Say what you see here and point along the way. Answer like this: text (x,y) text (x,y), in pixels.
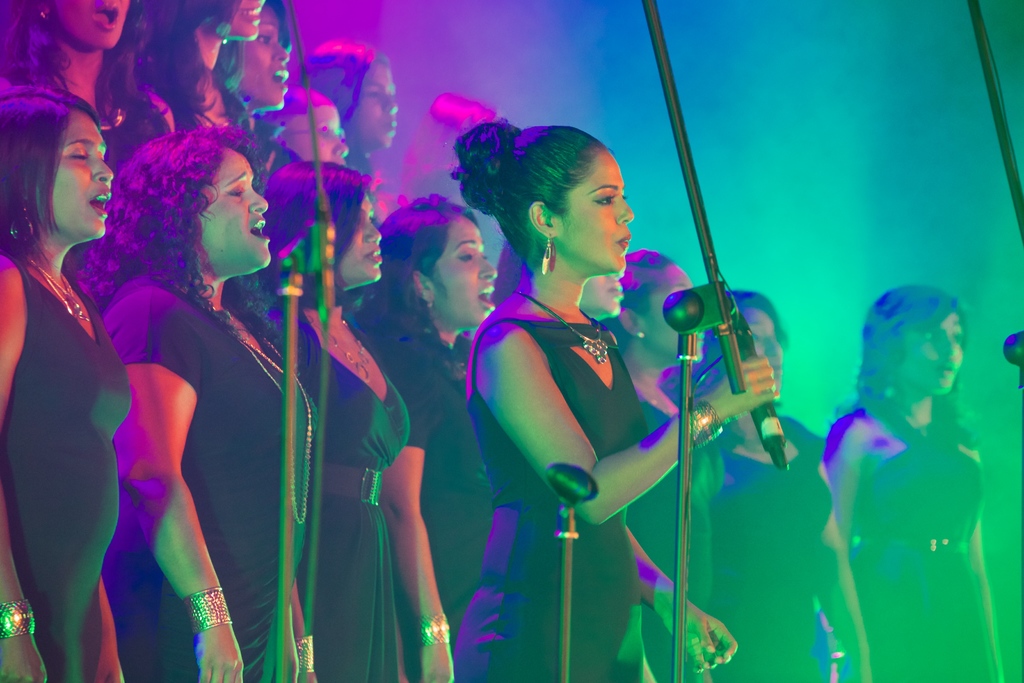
In this image I can see group of girls (761,298) and in front them I can see mikes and in the background (984,371) I can see light focus (753,218) and a girl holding a mike (706,313) in the foreground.
